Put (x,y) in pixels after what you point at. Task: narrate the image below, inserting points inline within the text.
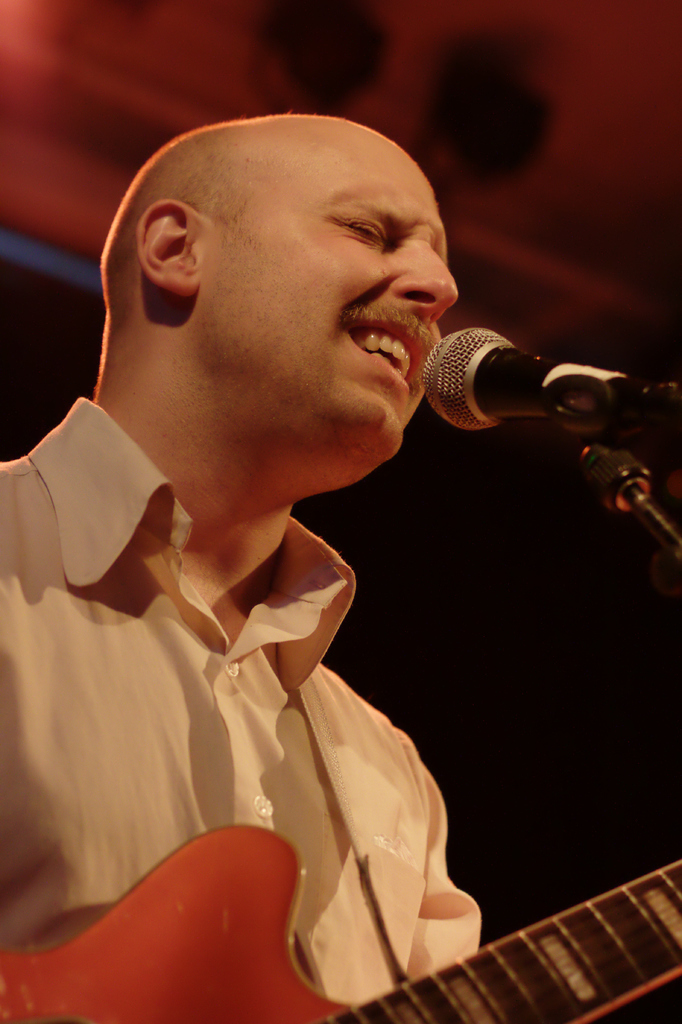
The person (229,693) wearing white shirt (223,726) is playing guitar (524,943) and singing in front of a mic (535,381).
